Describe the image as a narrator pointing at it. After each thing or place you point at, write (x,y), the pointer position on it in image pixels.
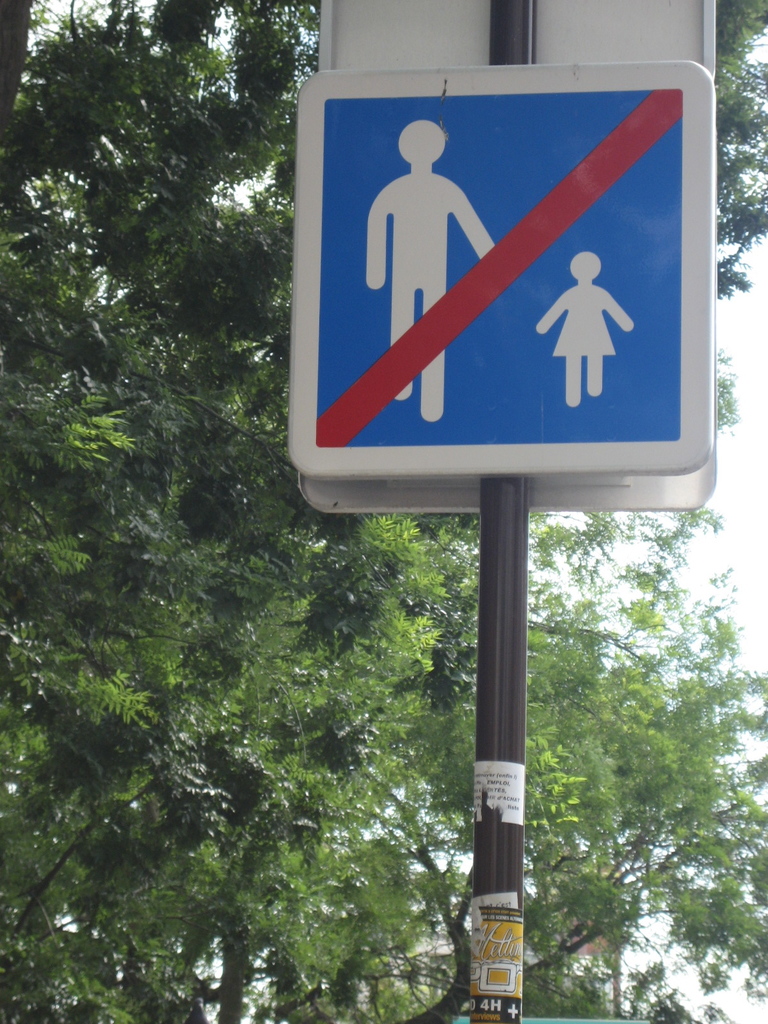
In this image we can see sign boards (554,288) with some pictures (376,242) placed on a pole (516,1002). In the background (459,803), we can see a group of trees (606,857) and the sky (766,497).
